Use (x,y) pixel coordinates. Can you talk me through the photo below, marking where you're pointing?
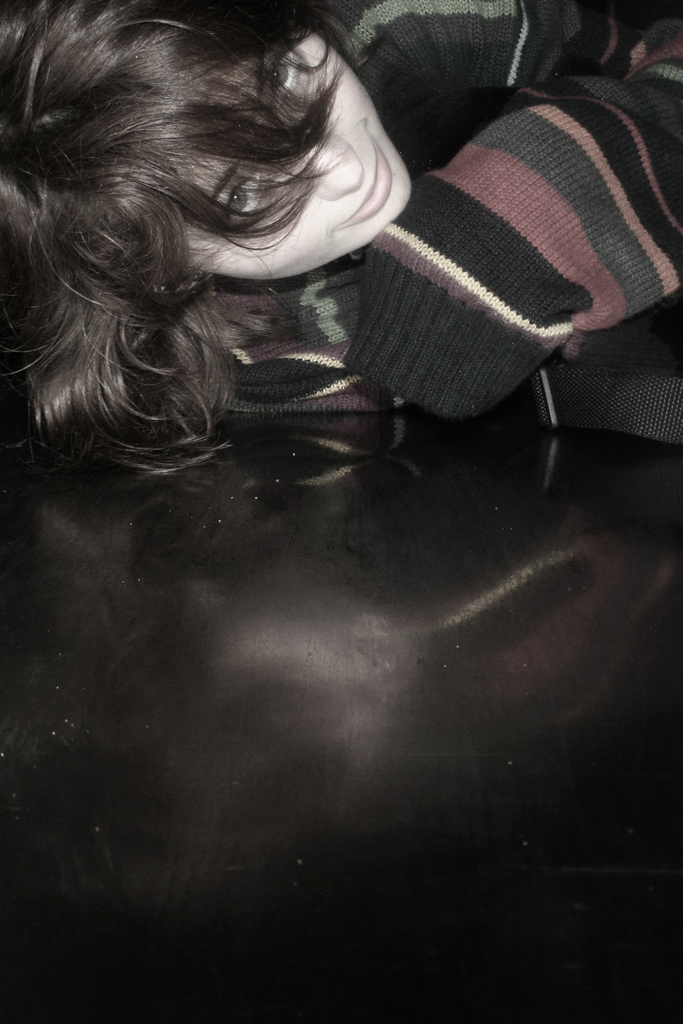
In this image I can see a girl (407,259) wearing a sweater (488,318). There is a black surface (379,892).
